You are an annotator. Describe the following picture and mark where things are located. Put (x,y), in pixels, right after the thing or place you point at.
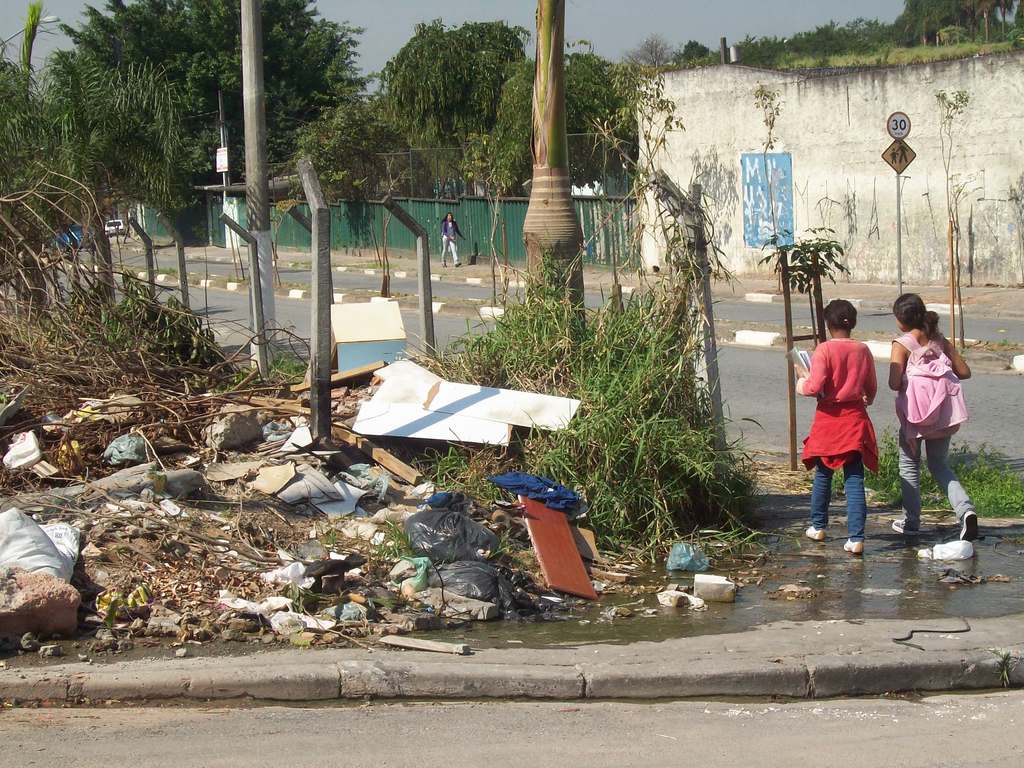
In this image I can see two people (855,477) with different color dresses (857,462). To the left (327,599) I can see the grass (619,502), wooden objects (379,316), plastic covers (406,570), clothes (560,504) and many rocks (264,636) can be seen. In the background (84,245) I can see the vehicle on the road (459,322). To the side of the road (284,277) I can see poles (310,169), boards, one more person (451,248), wall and many trees (102,247). I can also see the sky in the back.
